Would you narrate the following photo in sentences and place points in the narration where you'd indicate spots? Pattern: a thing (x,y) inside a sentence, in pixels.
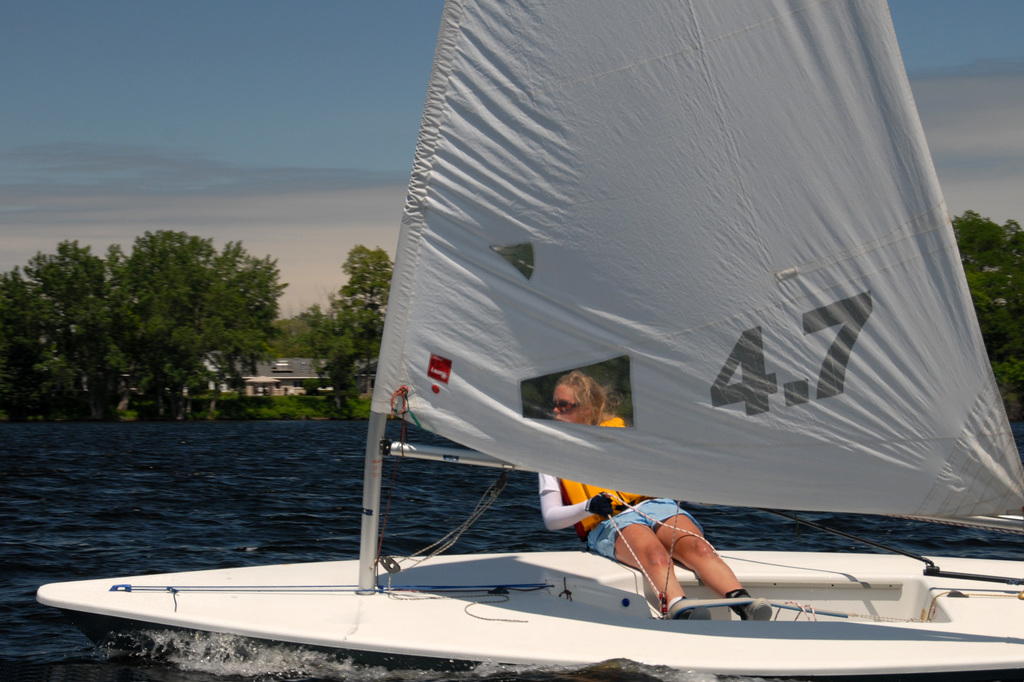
In this image I can see water (163,469) and on it I can see a white colour boat (953,641). I can also see one woman (599,514) is sitting on the boat (591,595) and I can see she is wearing shades (562,406), gloves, shorts (608,531), shoes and life jacket (568,500). In the background (236,366) I can see number of trees (244,351), a house (258,364), clouds (276,243) and the sky (228,161). In the front (701,309) I can see something is written on the cloth (731,332).
